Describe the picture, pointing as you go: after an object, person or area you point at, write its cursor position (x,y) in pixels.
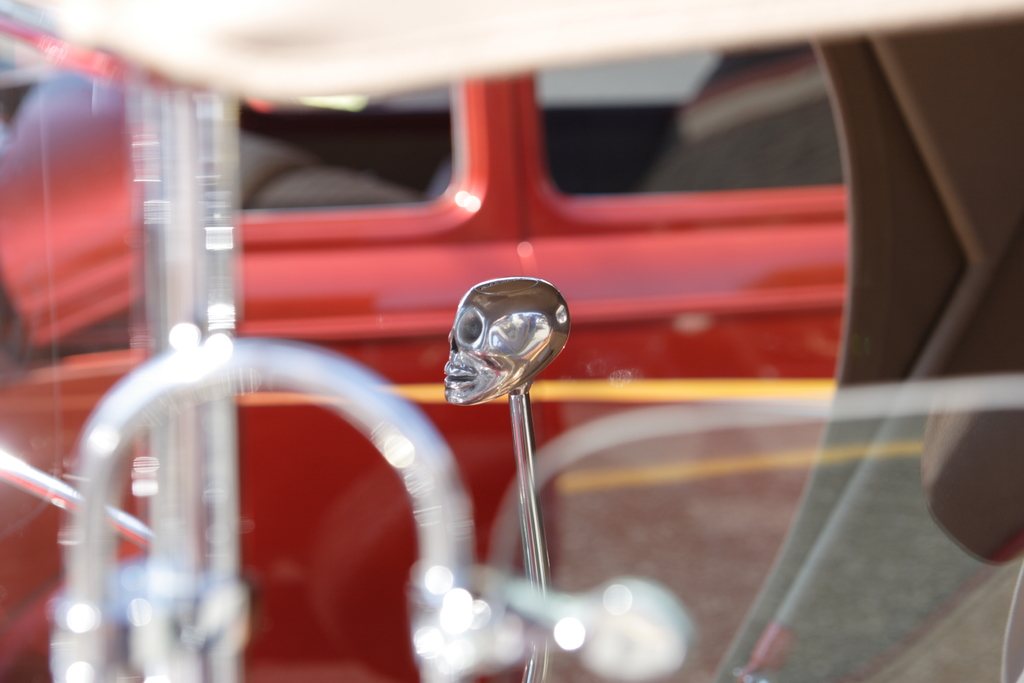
In this picture we can see a sculpture (499,346) to the stand (530,494) and also we can see red color vehicle (603,268).
